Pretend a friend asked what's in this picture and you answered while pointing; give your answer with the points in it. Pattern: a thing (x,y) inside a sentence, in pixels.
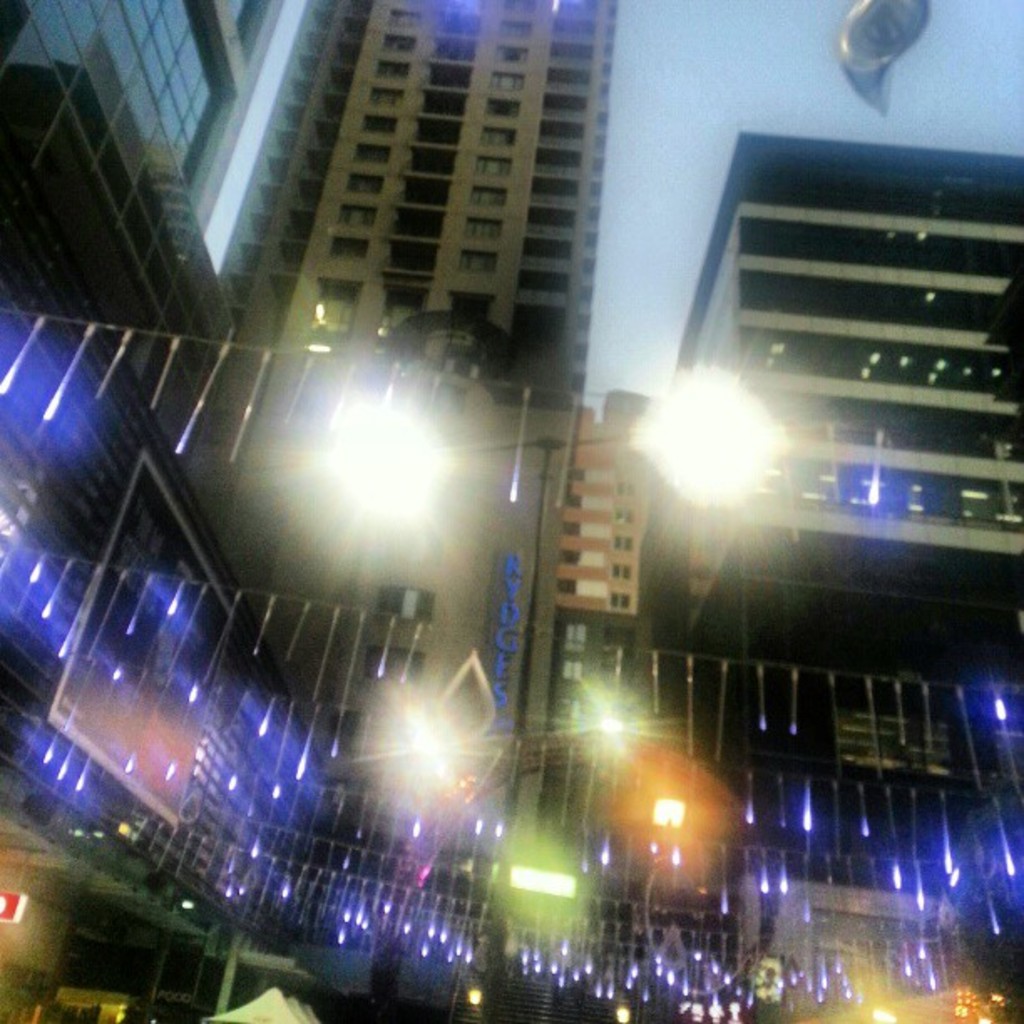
In this picture I can see there are few buildings (283,372) and there are few lights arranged here and I can see there are few tents (281,1003), banner (157,719) on to left (163,702), there is a balloon (877,61) at right side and the buildings (580,249) have glass windows (387,147) and the sky (905,118) is clear.
